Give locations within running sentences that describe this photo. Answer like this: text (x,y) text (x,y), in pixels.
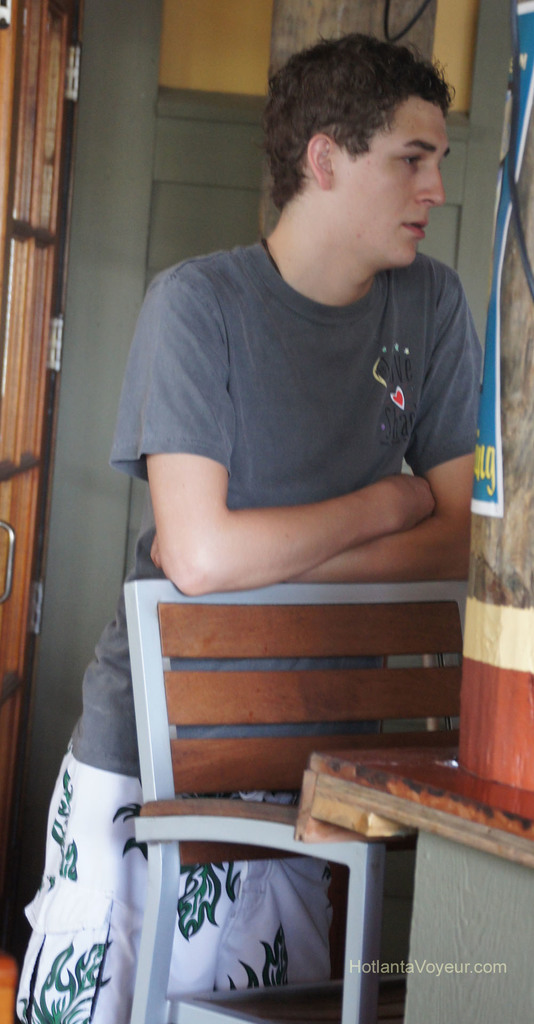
In the foreground of this picture (357,775) we can see a chair (224,845) and an object (503,665) placed on the top of the table (471,817). In the background (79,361) we can see the doors (19,253) and some other objects (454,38) and we can see a person (347,304) wearing t-shirt (335,398) and standing. In the bottom right corner (508,967) we can see the text (477,968) on the image.
